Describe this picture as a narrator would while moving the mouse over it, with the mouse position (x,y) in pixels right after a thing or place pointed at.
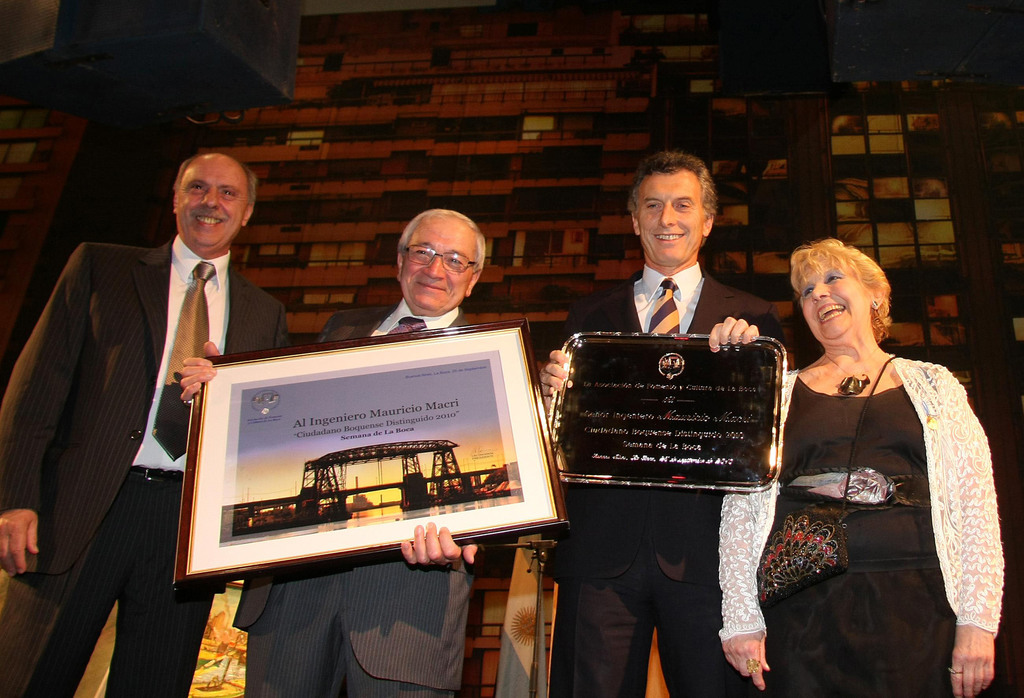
In the center of the image (467,358) we can see people (714,528) standing and holding frames (488,488) in their hands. In the background (422,50) there is a wall (461,154). At the top (177,79) we can see speakers (733,93).
